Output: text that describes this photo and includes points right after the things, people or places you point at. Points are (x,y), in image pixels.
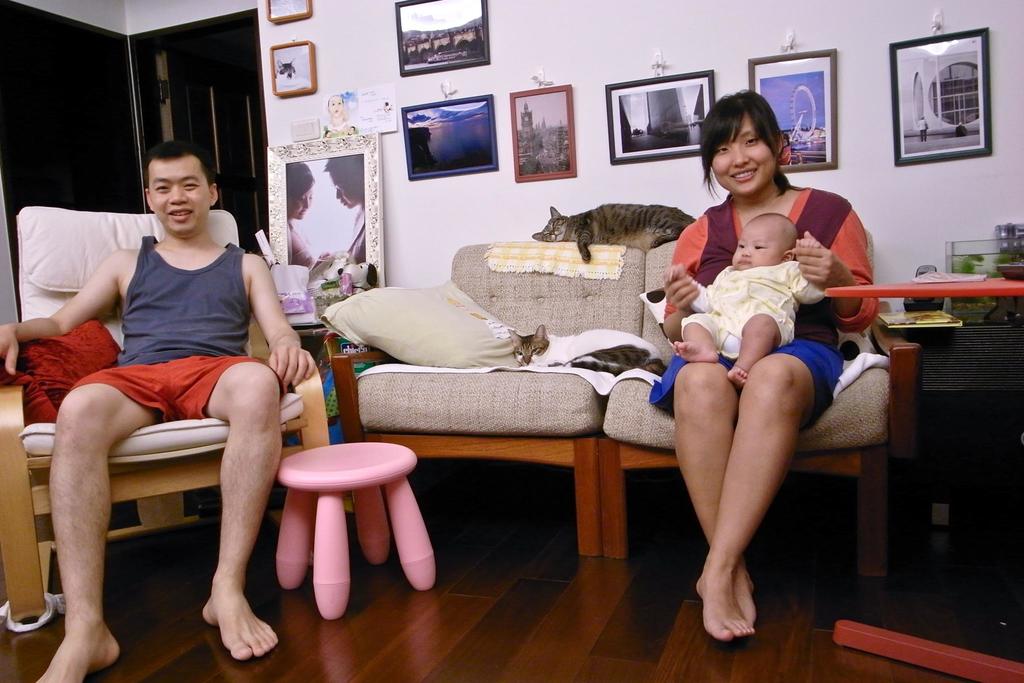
In this image I can see a man (163,349) sitting on a couch (44,227) which is cream in color and a woman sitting on a couch (632,408) holding a baby (754,305) in her lap (788,368). I can see a pink color stool (332,507), few pillows (433,326) on the couch (353,433) and two cats (575,219) are laying on the couch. In the background (560,181) I can see the wall (568,40), few photo frames (572,138) attached to the wall (877,120) and a black colored door (160,119).
